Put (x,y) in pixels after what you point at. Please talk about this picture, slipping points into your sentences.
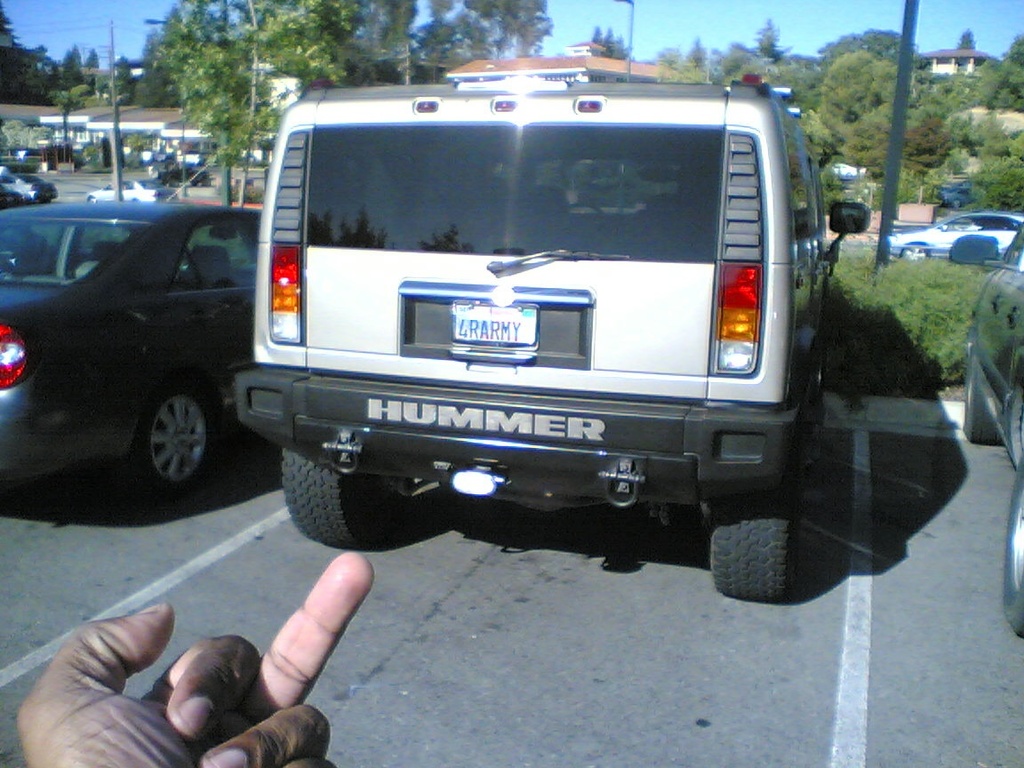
This image is taken outdoors. At the bottom of the image (639,629) there is a road (875,561). At the top of the image (637,58) there is a sky (161,28). In the middle of the image (403,460) a few vehicles (755,223) are parked on the ground (981,469). In the background (360,22) there are many trees (291,49) and a few poles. At the bottom of the image (285,700) there is a man (214,653).
